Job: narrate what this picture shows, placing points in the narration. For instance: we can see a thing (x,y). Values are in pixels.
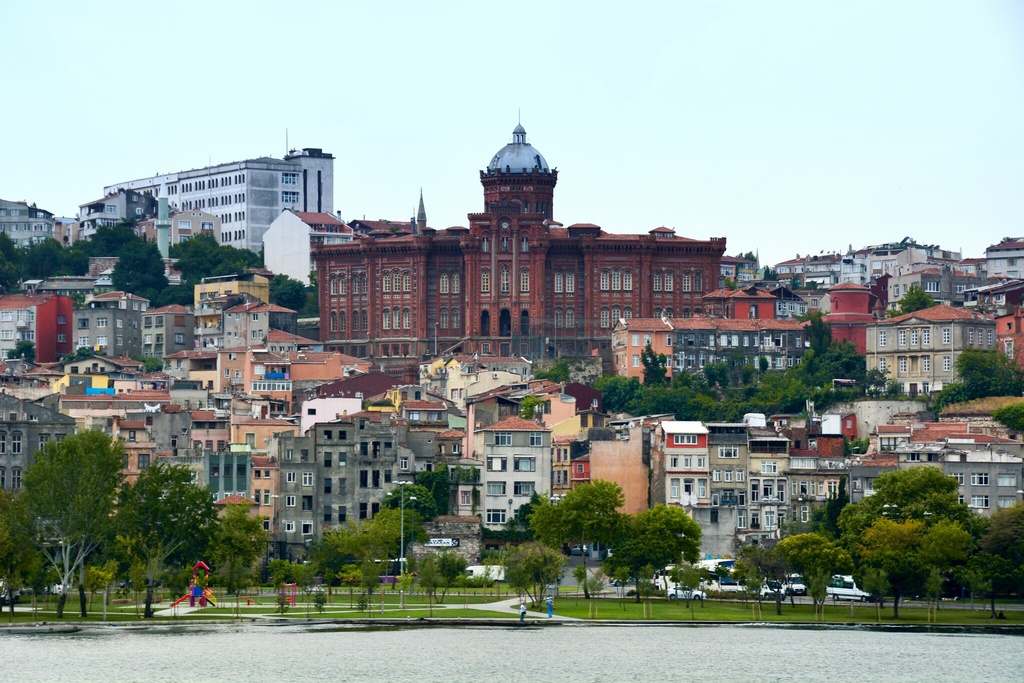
At the bottom of the picture (411,643), we see water (531,663) and this water (717,638) might be in the lake (444,641). In the middle of the picture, we see the trees (429,567), poles (401,586) and street lights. We see the cars (706,565) are moving on the road (612,590). There are building (248,292) and trees (608,382) in the background (537,275). At the top (489,84), we see the sky (534,100).
